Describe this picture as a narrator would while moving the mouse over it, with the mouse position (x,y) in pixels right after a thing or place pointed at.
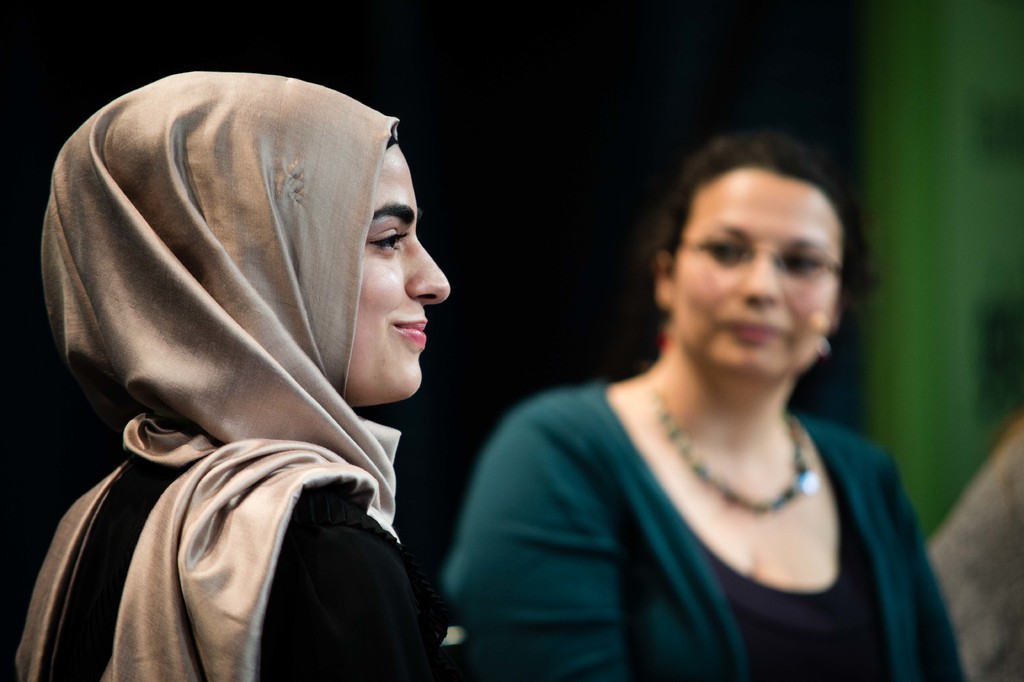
In this image, we can see two women (400,575). Left side of the image (266,340), we can see woman (309,322) is smiling and seeing right side. Background (548,290) we can see the dark view (539,260).
